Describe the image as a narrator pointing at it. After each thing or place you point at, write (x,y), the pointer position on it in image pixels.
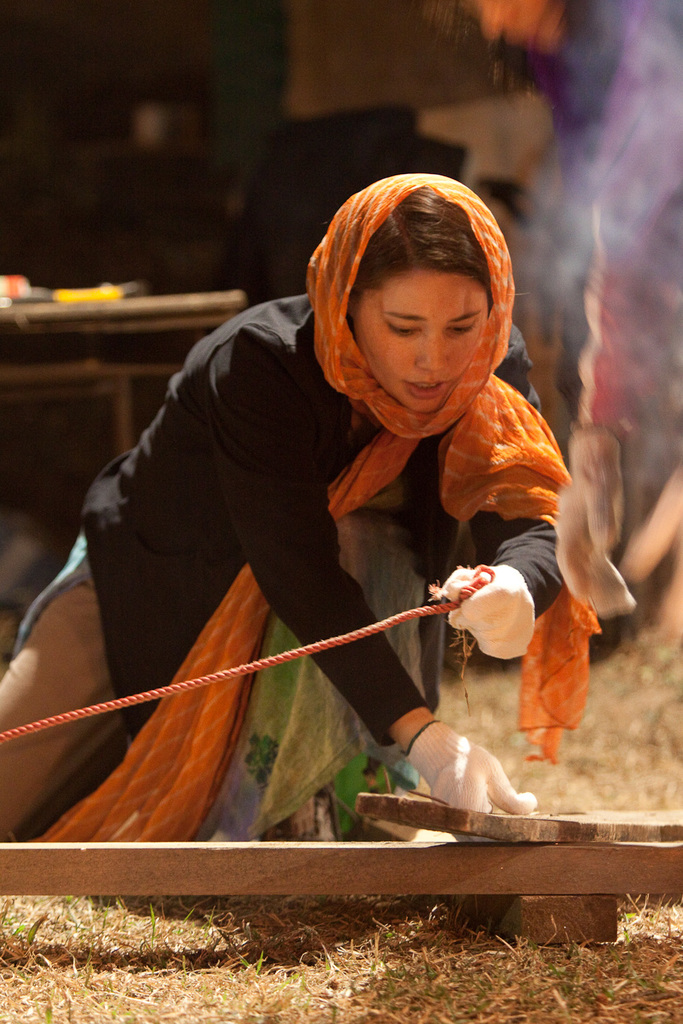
In this image in the front (328,728) there is a woman (306,564) holding a rope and wood (551,826) in her hand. In the background (86,371) there is a table (83,311) and on the table (105,321) there are objects (101,290).
